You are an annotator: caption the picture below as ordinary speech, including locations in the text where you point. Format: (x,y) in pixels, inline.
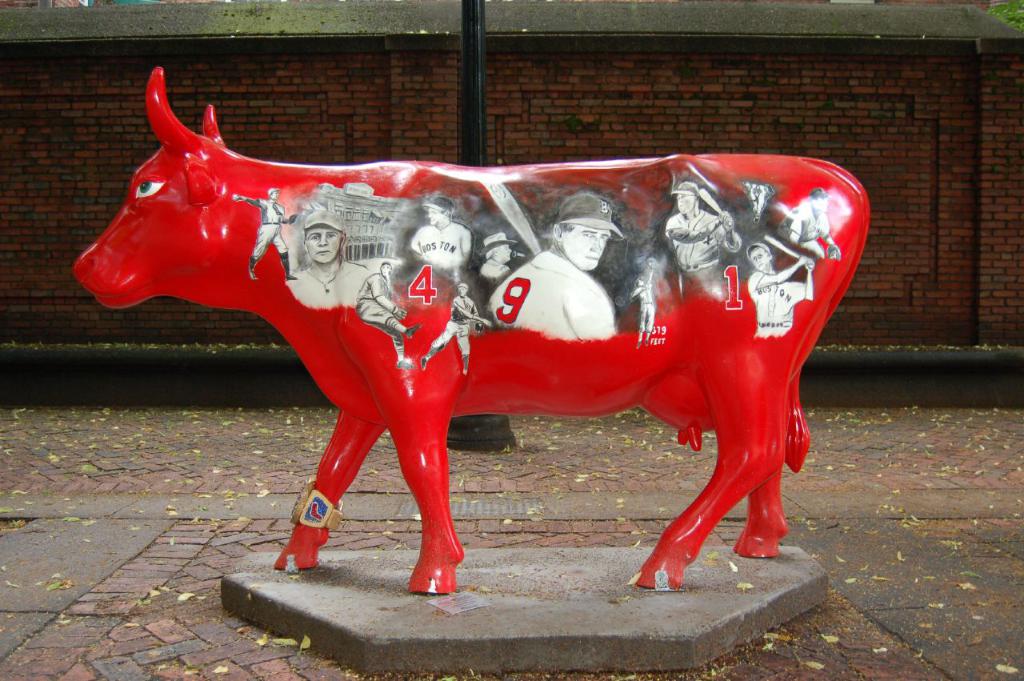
In this image we can see a statue (397,330) with some pictures (502,258) of people (557,280) and numbers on it. On the backside (548,134) we can see a pole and a wall (320,146).
